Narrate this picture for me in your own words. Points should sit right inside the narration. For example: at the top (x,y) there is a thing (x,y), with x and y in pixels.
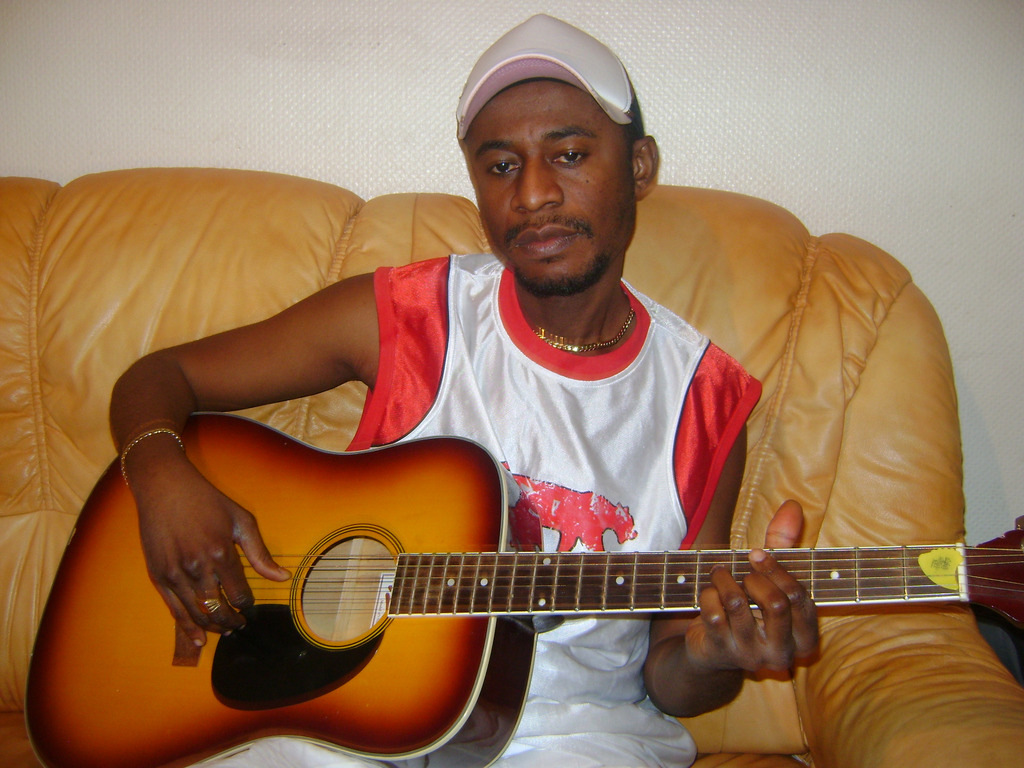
In this picture we can see a man (601,75) wearing a white colour cap (577,60) sitting on a sofa (803,441) and playing a guitar (591,605) and the sofa (779,382) is in orange colour. He wore a bracelet (150,436) to his hand (178,475) and a ring (213,607) to his finger (225,614).
